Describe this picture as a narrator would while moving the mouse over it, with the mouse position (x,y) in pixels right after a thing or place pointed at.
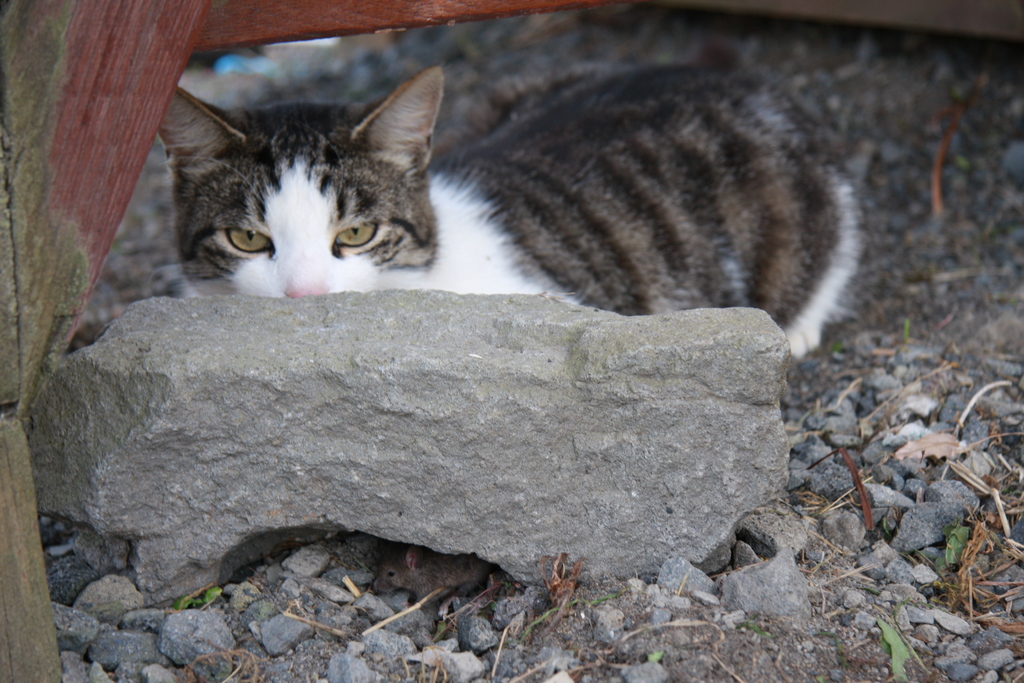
In this picture I can see there is a cat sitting behind a rock (333,427) and there is a rat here and there are few stones (378,603) and soil (846,607) on the floor (891,347).
